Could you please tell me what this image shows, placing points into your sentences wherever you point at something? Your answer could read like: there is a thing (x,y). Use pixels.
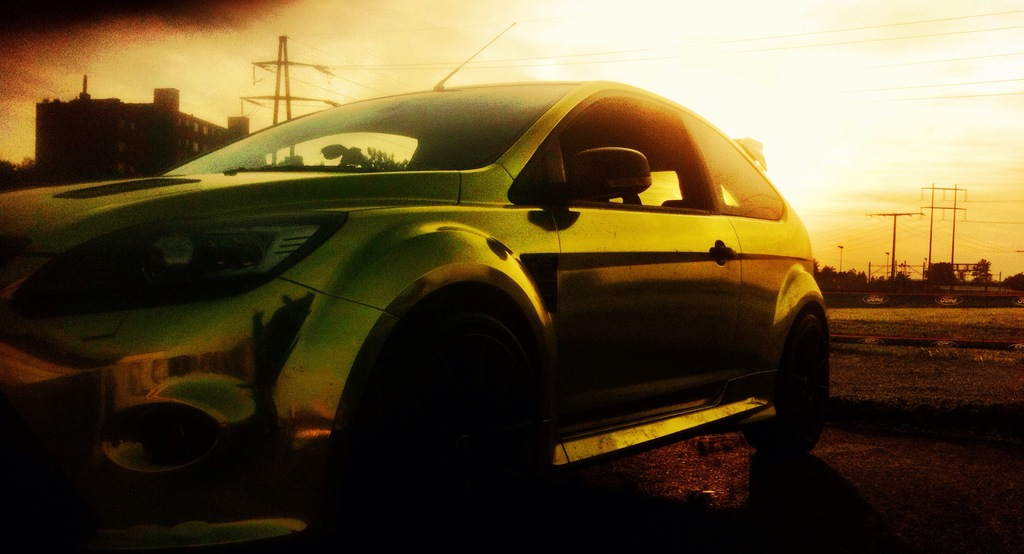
In this image I can see a car (300,326). In the background (40,165) I can see a building (97,157), few poles (277,89), wires (827,31) and few trees (891,284).
